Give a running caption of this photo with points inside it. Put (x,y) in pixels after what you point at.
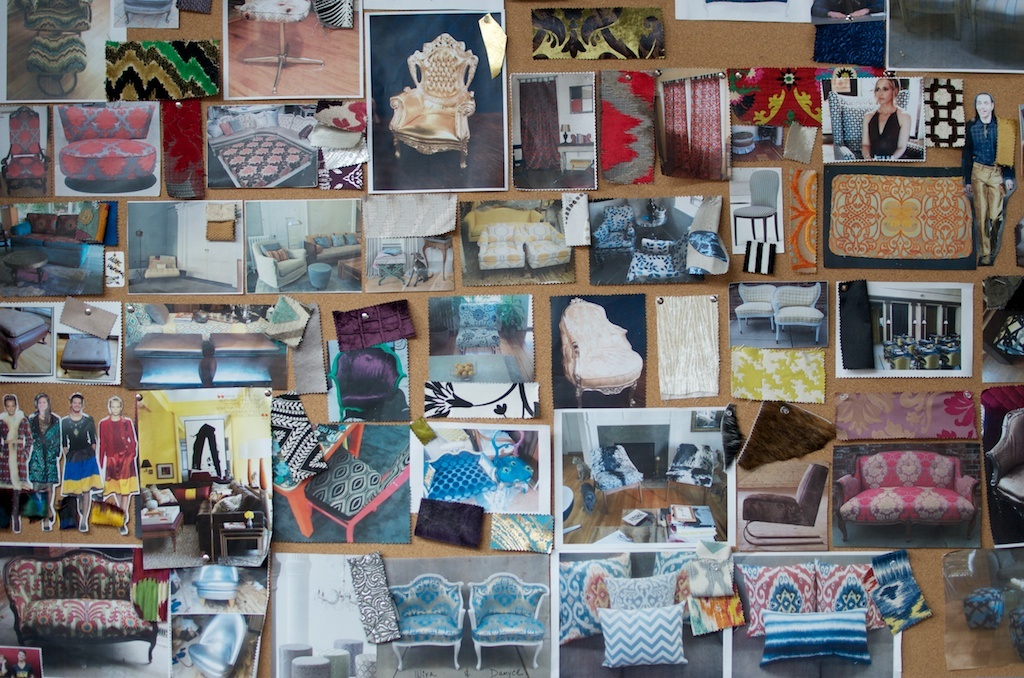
This picture shows a notice board (1007,82) where all the photographs (429,641) pinned to it
